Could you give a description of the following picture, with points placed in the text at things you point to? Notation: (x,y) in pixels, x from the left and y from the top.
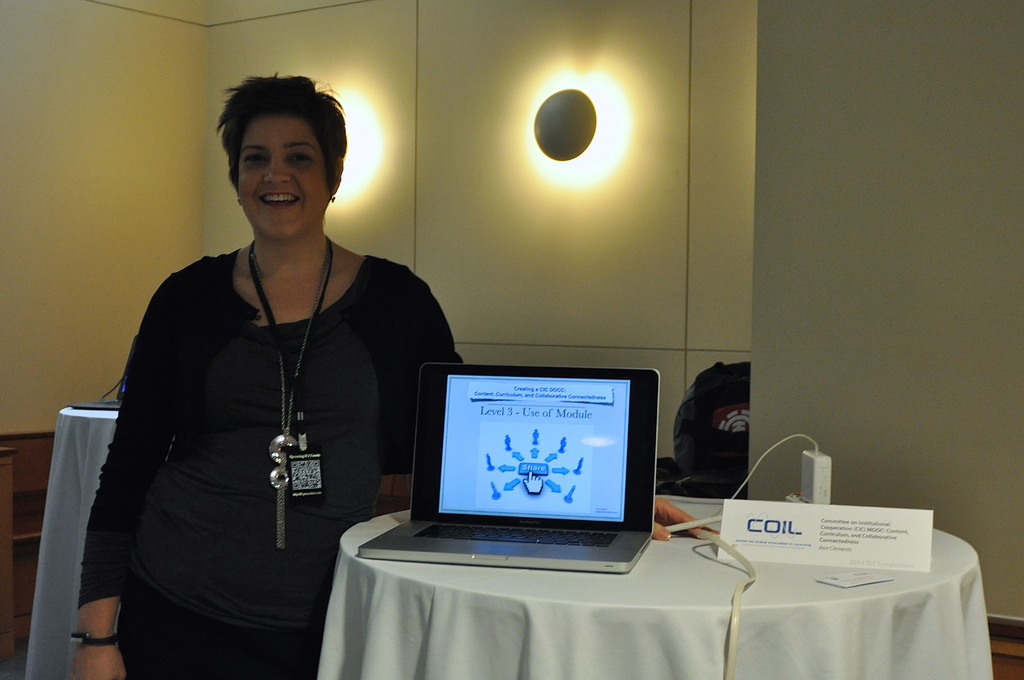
In this image I can see a person (271,202) smiling. Beside her there is a table (684,546). On the table (684,546) there is a laptop (537,476).
